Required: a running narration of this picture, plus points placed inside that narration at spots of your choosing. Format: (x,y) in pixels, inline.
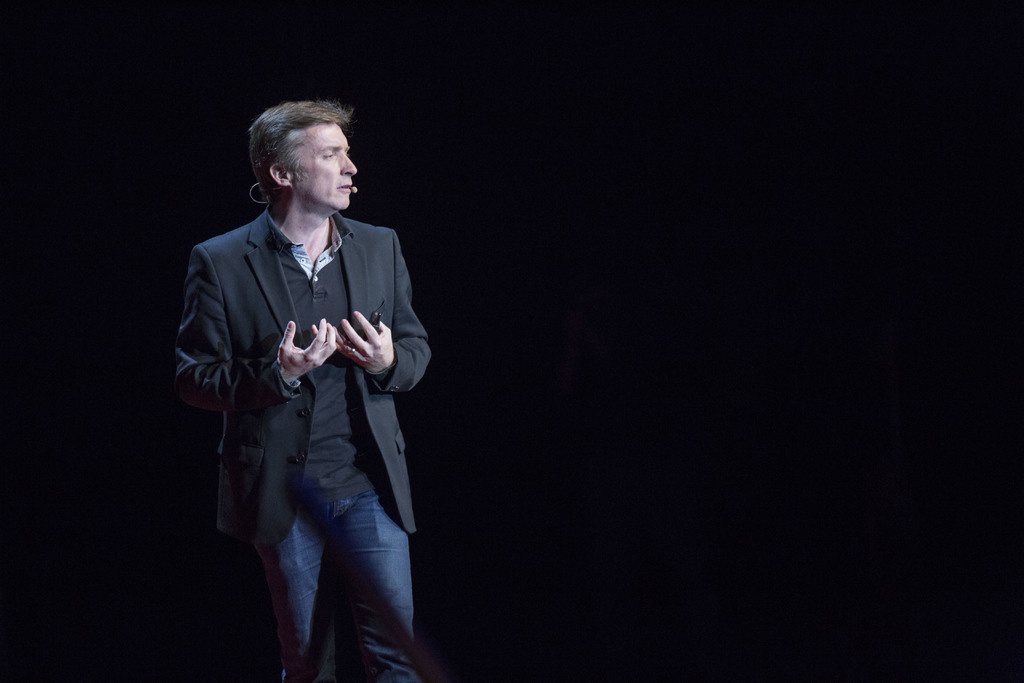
There is a man (284,326) holding something and have a mic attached to the head (322,183). In the background (680,339) it is dark.
